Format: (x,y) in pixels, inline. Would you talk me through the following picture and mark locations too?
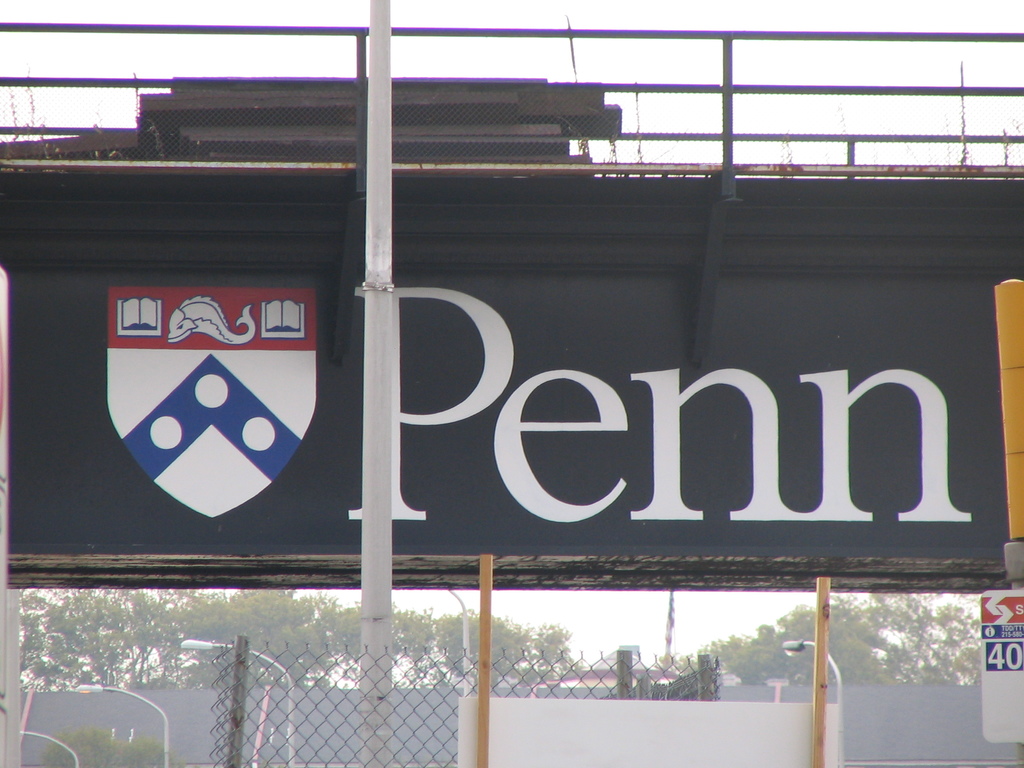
In this picture I can observe fence (281,702). There is a white color pole (386,664) in this picture. I can observe black color advertising board (474,512). There is some text (775,503) on the board (842,466). In the background (224,597) there are some trees (167,636) and a sky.
